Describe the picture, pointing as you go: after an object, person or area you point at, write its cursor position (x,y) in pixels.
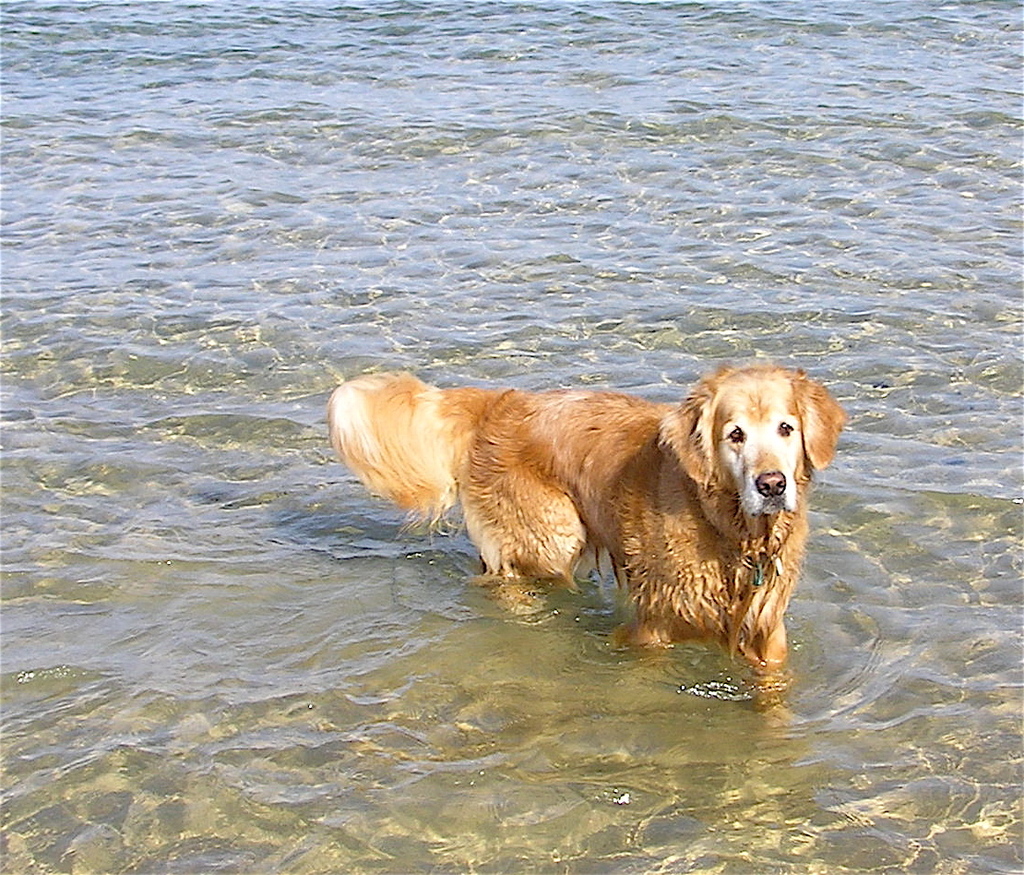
In this image we can see a dog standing in the water (528,581).
